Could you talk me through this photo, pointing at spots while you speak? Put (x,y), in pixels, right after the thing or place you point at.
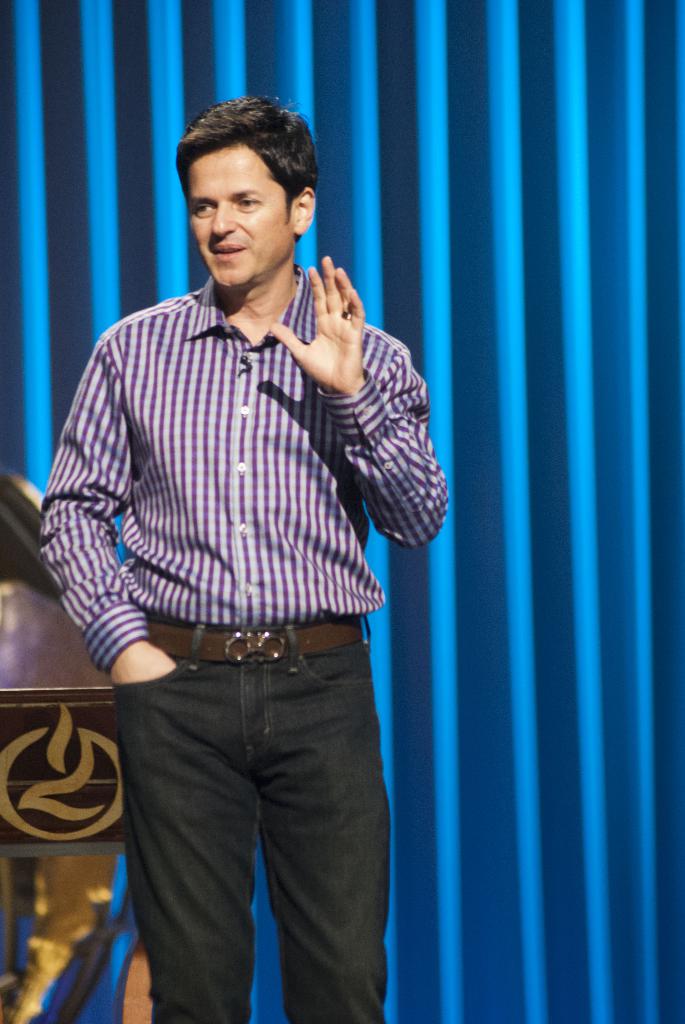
In the center of the image (271,632) there is a person (285,662) standing. In the background of the image (157,177) there is a blue color curtain (459,214).
